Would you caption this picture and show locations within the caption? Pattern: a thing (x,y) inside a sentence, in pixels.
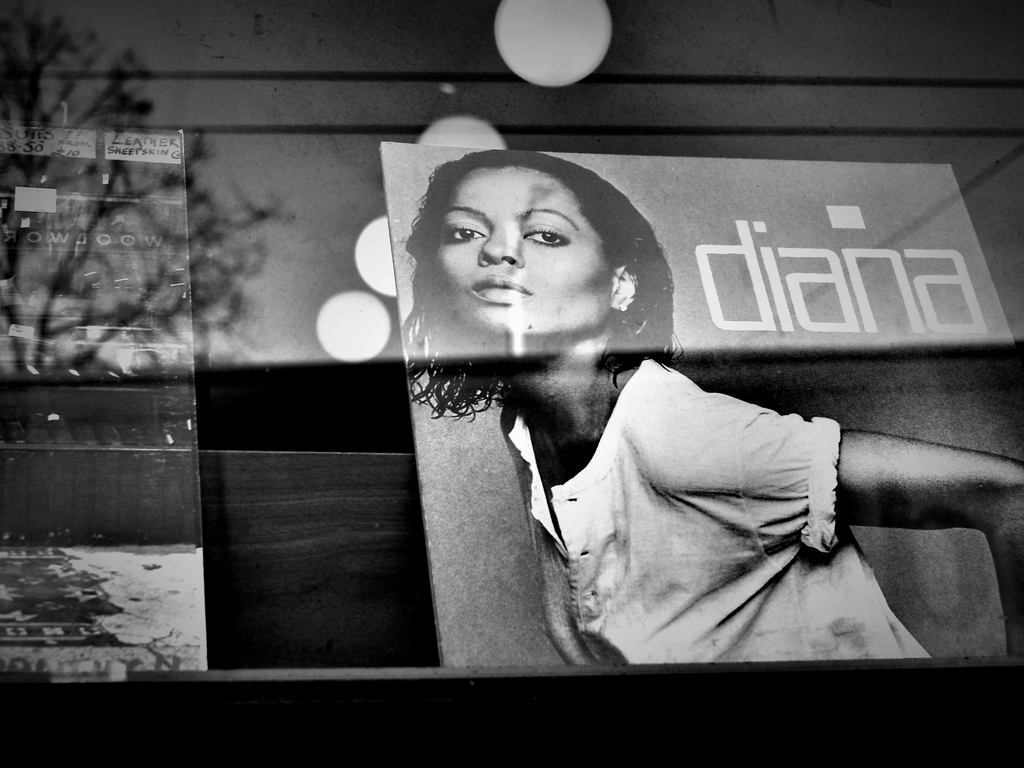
This image consists of posters (670,597) kept on a rack (408,764). On the right (770,465), we can see a picture (803,561) of a woman (773,541). In the background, it looks like a wall (322,213). At the bottom (449,678), there is a wooden rack (327,636).
